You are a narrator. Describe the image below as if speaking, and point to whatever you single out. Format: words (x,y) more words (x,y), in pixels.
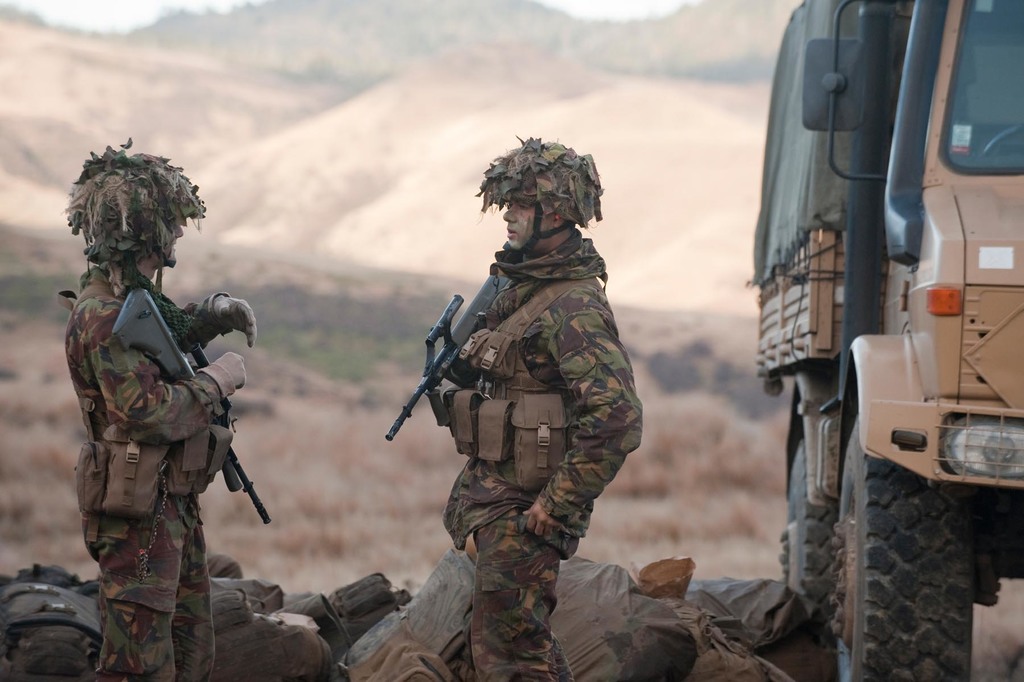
In this image we can see two people (447,503) are standing and holding guns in their hands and on the right side (829,187), we can see a vehicle (865,185). At the bottom (655,592) we can see some objects (685,607) on the surface (721,572). In the background (753,483), the image is blurred.
